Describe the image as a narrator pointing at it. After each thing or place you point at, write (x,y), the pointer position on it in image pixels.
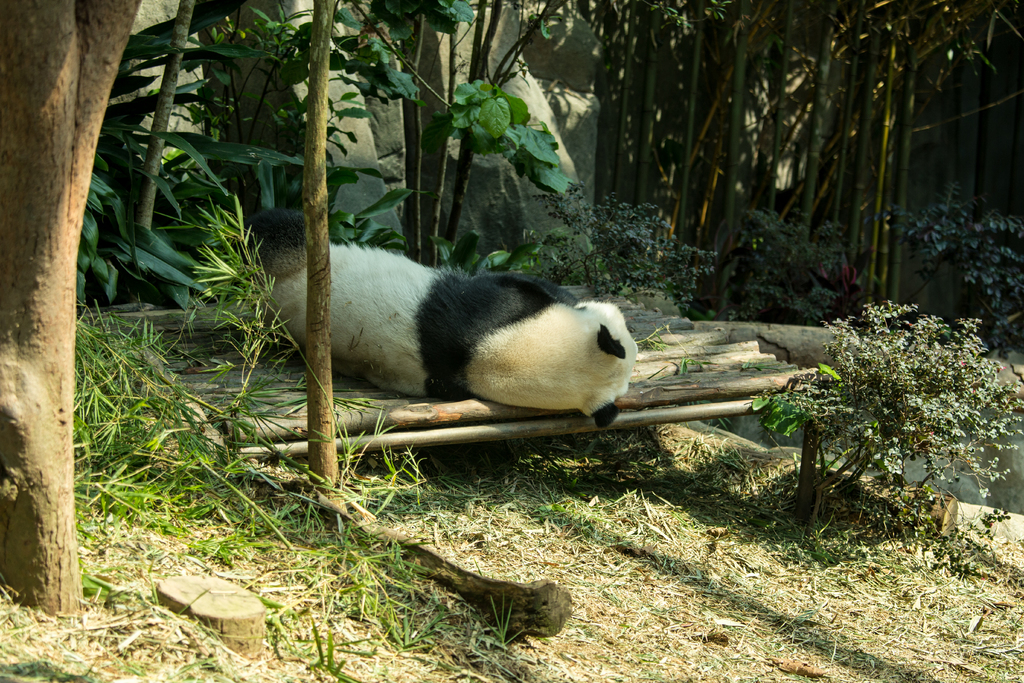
In this image, we can see an animal (455,349) is laying on the wooden stand (457,417). Here we can see few plants (1015,289), trees (23,480). Background (585,118) we can see rocks (468,208).
